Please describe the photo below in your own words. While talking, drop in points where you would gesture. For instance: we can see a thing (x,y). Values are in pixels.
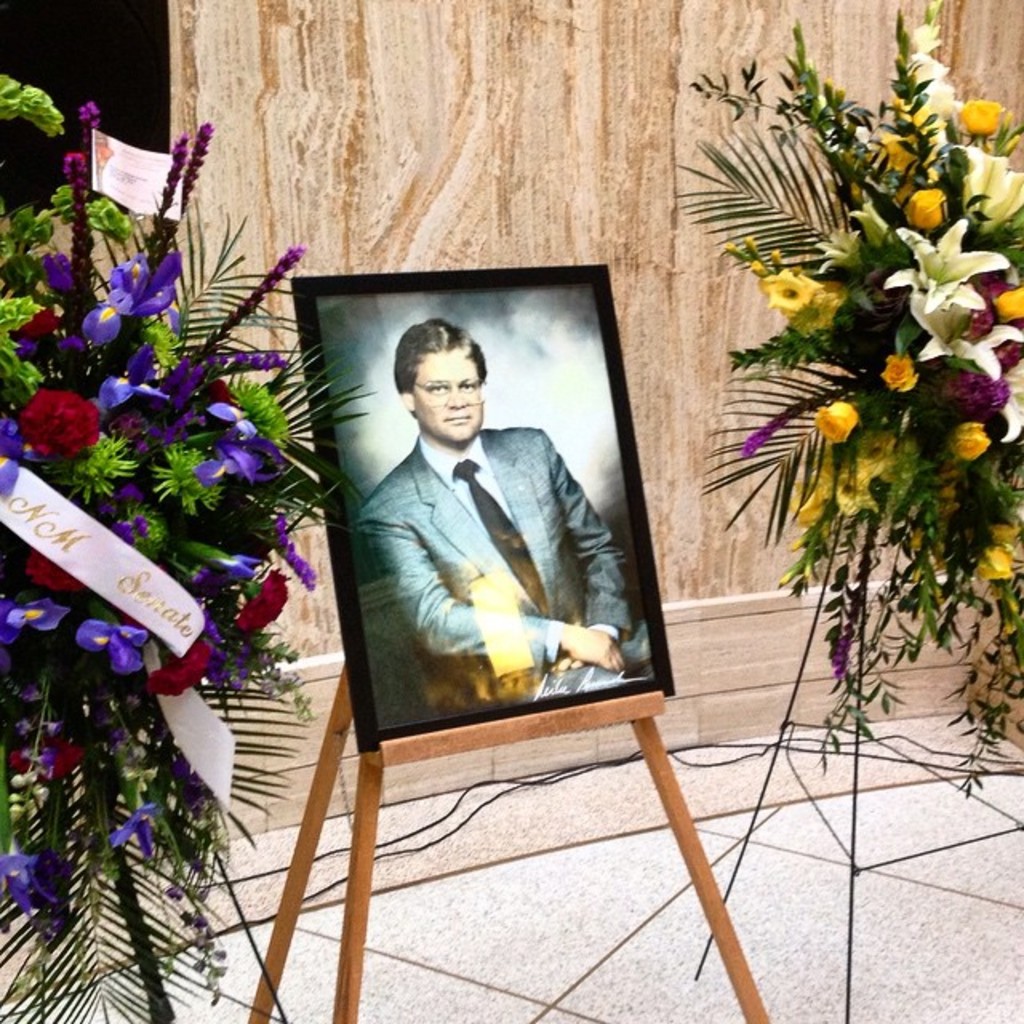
In this picture we can see a painting (489,543) of a person (527,491) and a painting stand (360,921) in the middle (439,499), on the right side (958,390) and left side (227,582) there are flower bouquets (152,449), in the background (503,188) there is a wall (470,85).
